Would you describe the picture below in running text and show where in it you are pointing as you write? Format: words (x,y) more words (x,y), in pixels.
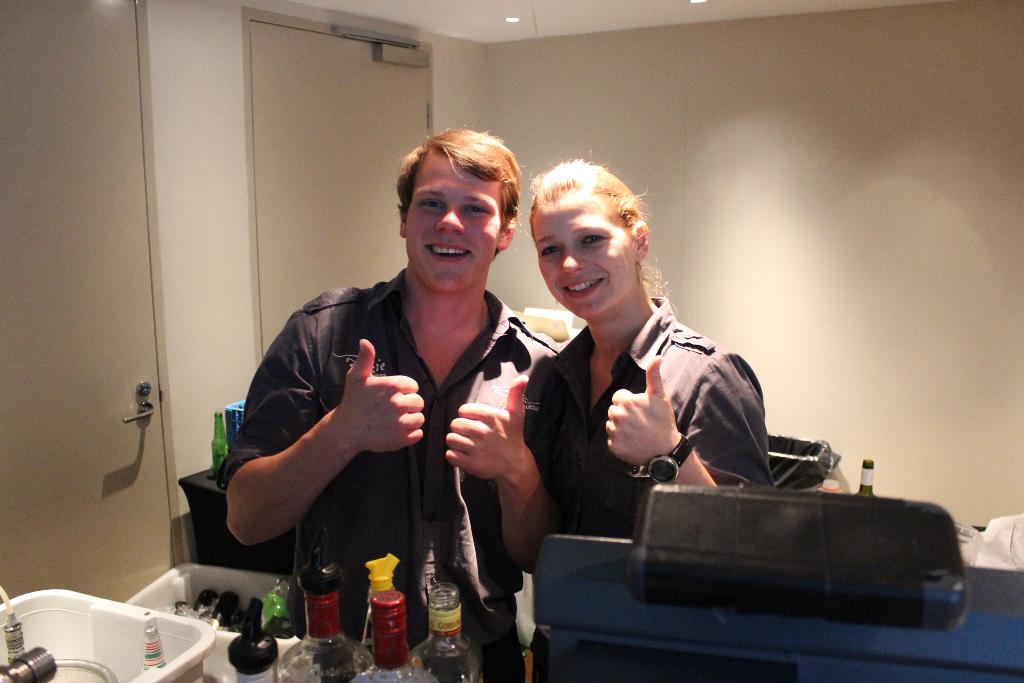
This is an inside view of a room (210,384). Here I can see a man (355,409) and a woman (575,456) are standing, smiling and giving pose for the picture. In front of these people (589,480) I can see a table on which few bottles (426,669), boxes (172,627) and some other objects (678,602) are placed. In the background (871,131) there is a wall (196,193) along with the door (54,282). On the top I can see the lights (513,22).
